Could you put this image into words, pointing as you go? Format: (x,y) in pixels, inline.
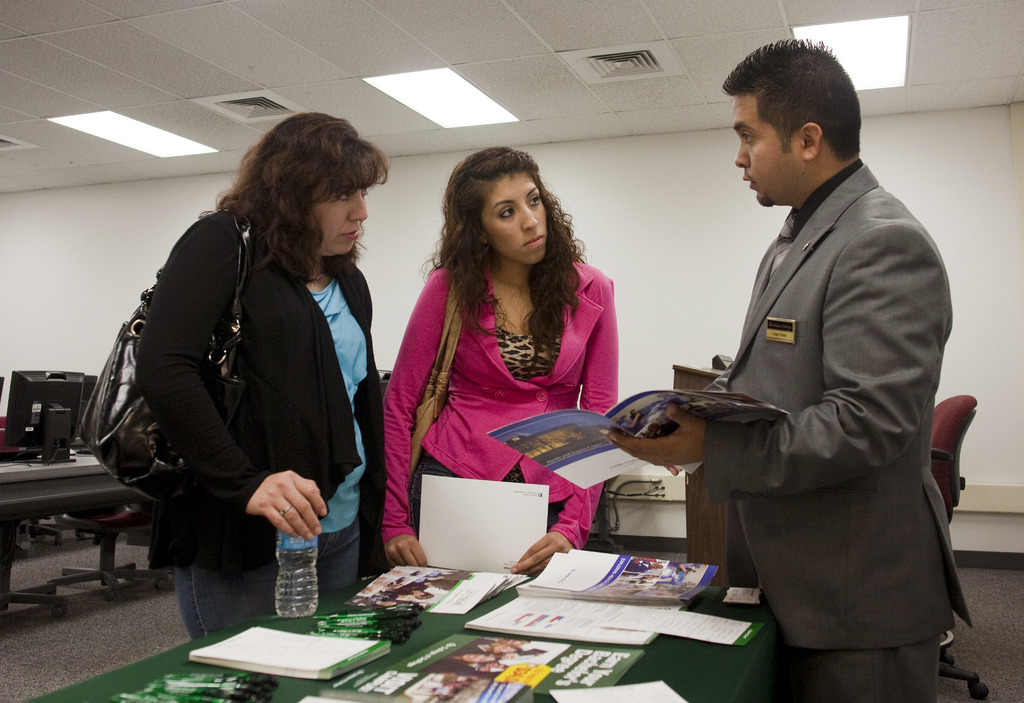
In this image we can see two women (432,443) and a man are standing and man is holding a book (636,468) in his hand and two women (575,524) are holding bottle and a paper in their hands (540,568) and carrying bags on the shoulder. There are books (572,579), posters (403,681) and objects (161,688) on a table (161,672). In the background (706,384) there is an object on a podium (698,483), chairs (110,533) on the floor (104,635), monitors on the table (116,499), wall (112,194) and lights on the ceiling (170,115).
